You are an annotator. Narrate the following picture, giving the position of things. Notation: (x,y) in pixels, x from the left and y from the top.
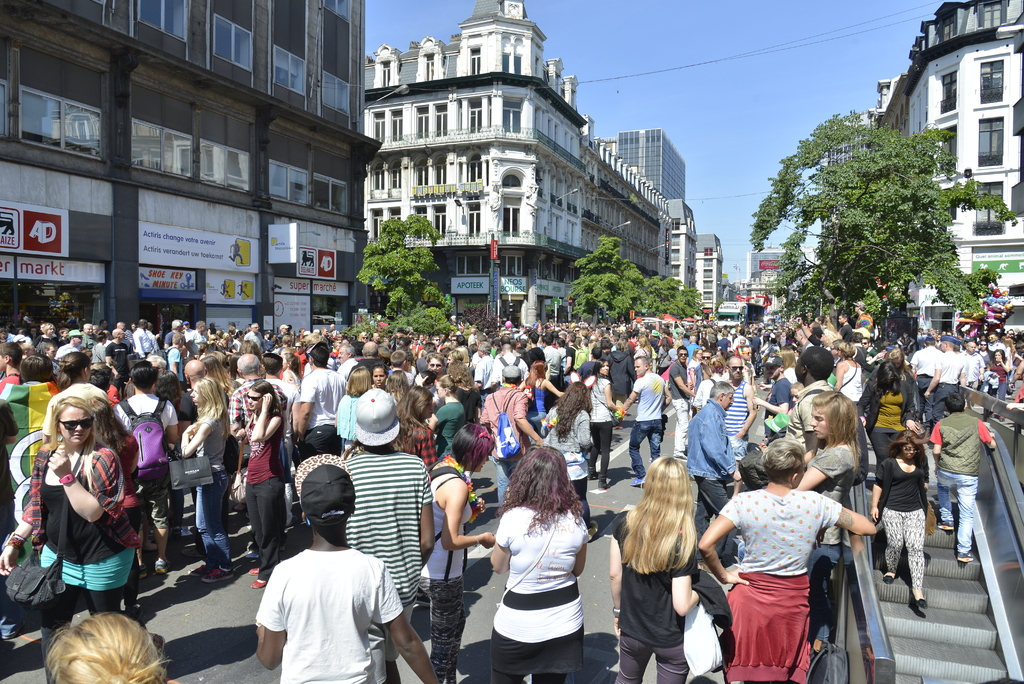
This picture is clicked outside. In the foreground (672,454) we can see the group of persons (310,483) and we can see the bags (155,470) and some other objects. On the right (914,402) we can see the group of persons (939,404) climbing the stairs (936,489). In the background (665,83) we can see the sky (789,63), cables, buildings (453,136), text (43,226) on the boards (317,264), trees (687,287) and many other objects (1009,311).
